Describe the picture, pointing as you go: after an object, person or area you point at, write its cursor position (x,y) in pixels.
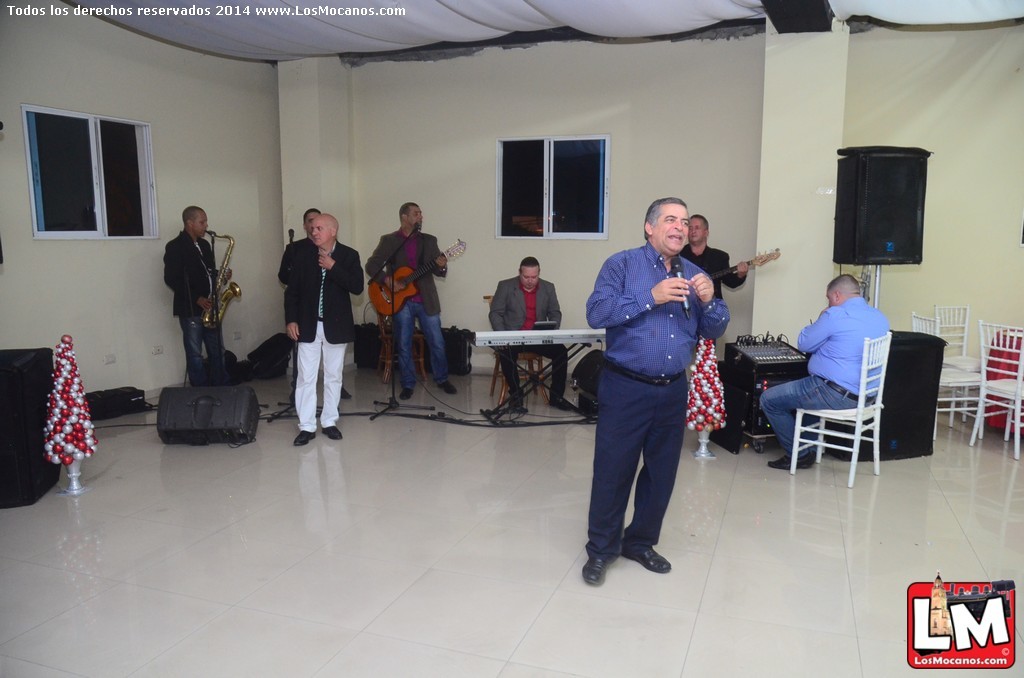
In the image we can see there are lot of people (200,322) who are standing and holding guitar (399,290) and other musical instruments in their hand (694,277) and a man (532,319) is sitting and playing casio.
